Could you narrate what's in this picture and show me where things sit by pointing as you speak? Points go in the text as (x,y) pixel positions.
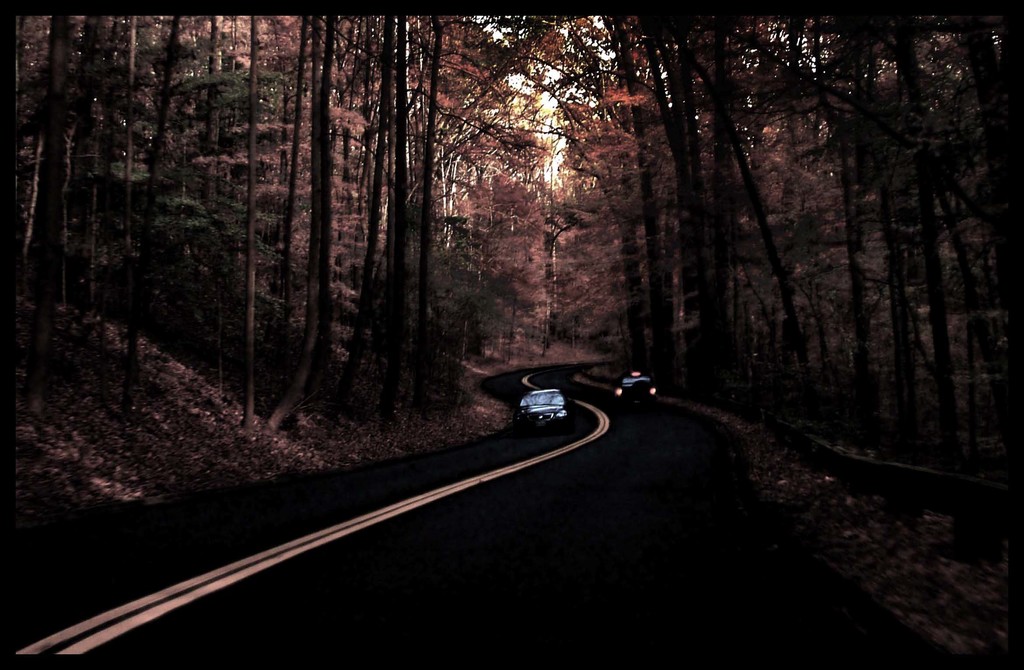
This is an edited image. In the center of the image (636,375) we can see two vehicles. In the background of the image (674,372) we can see the trees (648,208) and dry leaves (170,364). At the bottom of the image (619,475) we can see the road (583,462).
